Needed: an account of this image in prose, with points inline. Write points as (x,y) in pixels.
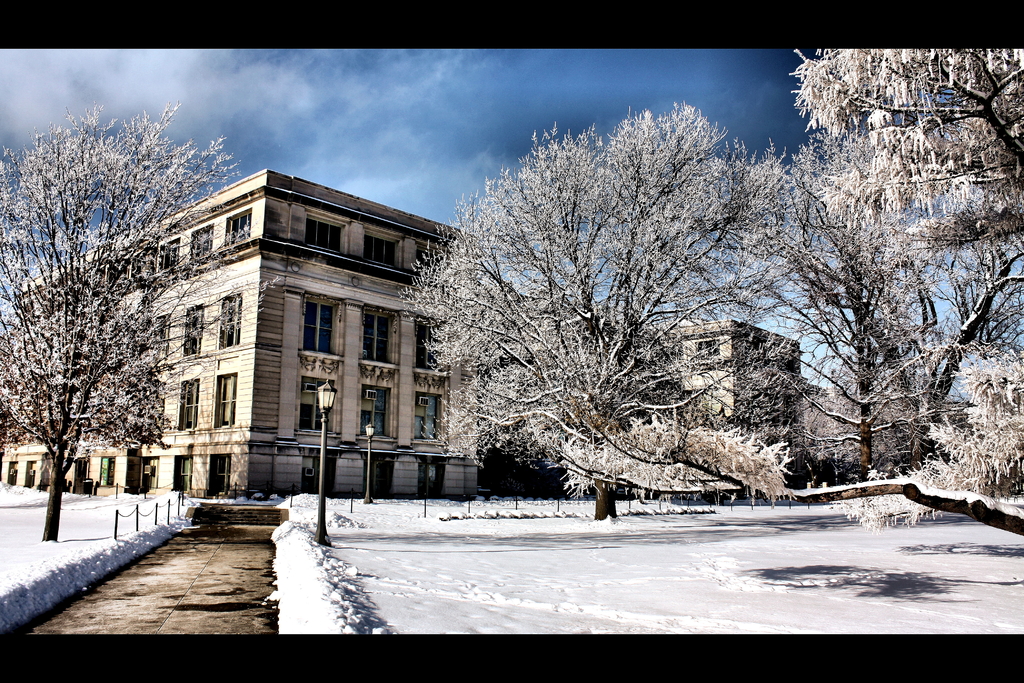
In this image, we can see a path (244,534) in between trees (693,296). There is a building (425,352) in the middle of the image (429,355). There is a pole (321,445) beside the path (237,573). There is a sky (486,82) at the top of the image (428,120).
